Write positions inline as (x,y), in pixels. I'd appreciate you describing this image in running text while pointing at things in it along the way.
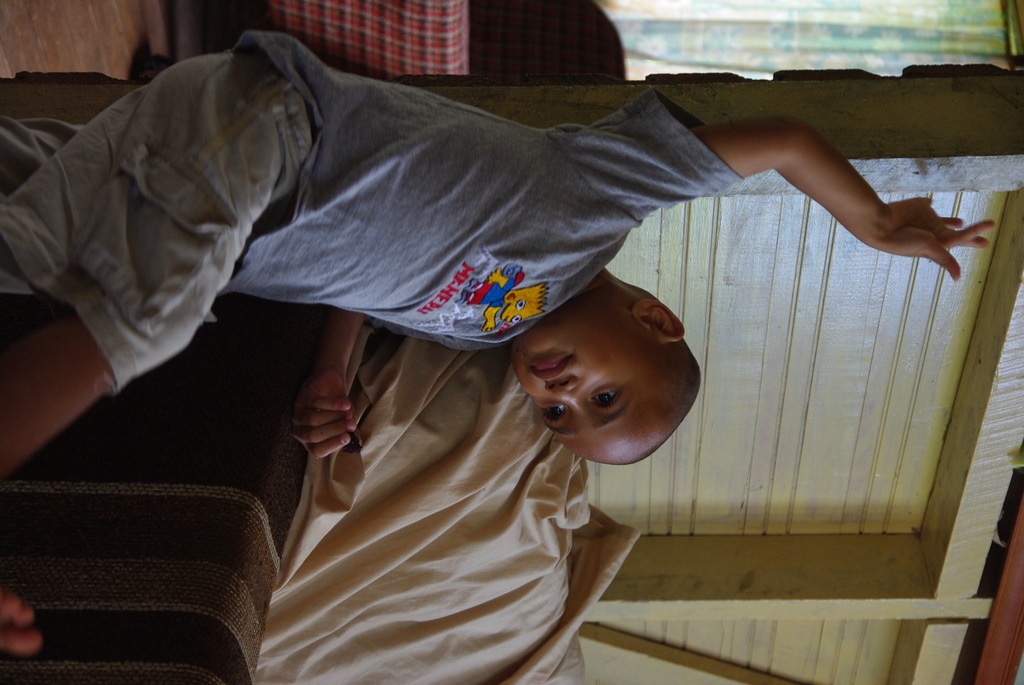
On the left side (173,220), there is a boy (388,217) in a gray color T-shirt (400,179), leaning on a sofa (217,568), on which there is a cloth (517,590). In the background (683,483), there is a wooden wall (761,329), a curtain (849,35) and other objects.
